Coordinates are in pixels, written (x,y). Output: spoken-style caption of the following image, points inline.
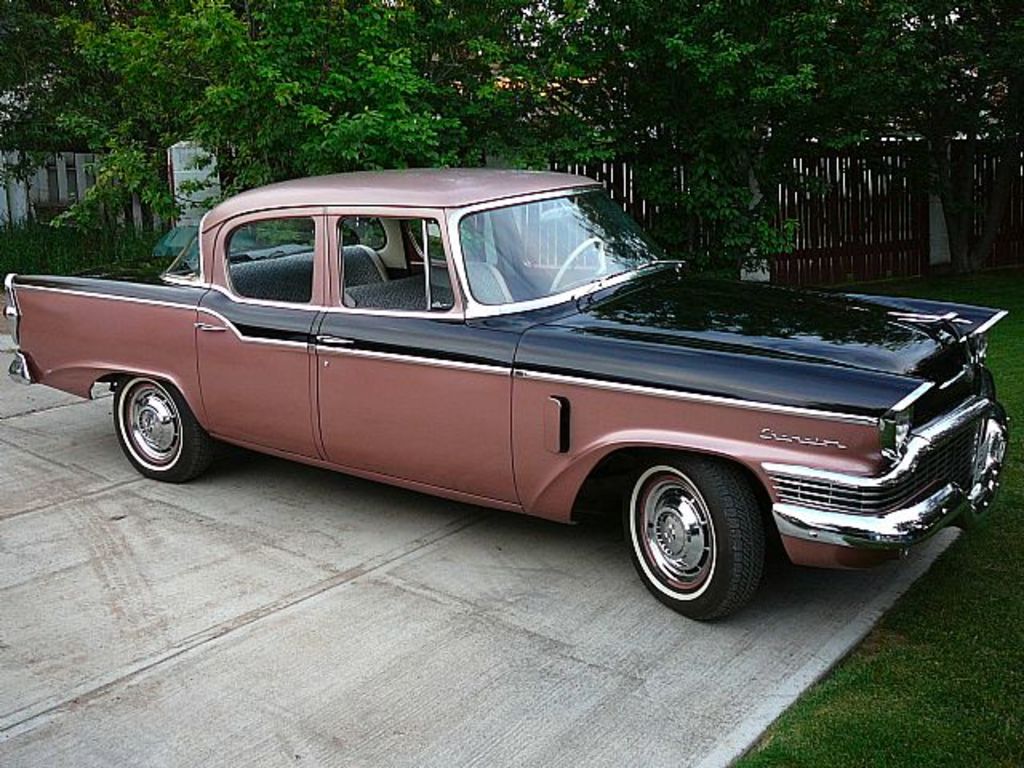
In the picture we can see a vintage car (67,388) which is parked on the path (113,505) the car (294,321) is brown in color and some part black in color and besides the path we can see grass surface (951,695) and far away from it we can see railing (881,240) and trees (535,138).
